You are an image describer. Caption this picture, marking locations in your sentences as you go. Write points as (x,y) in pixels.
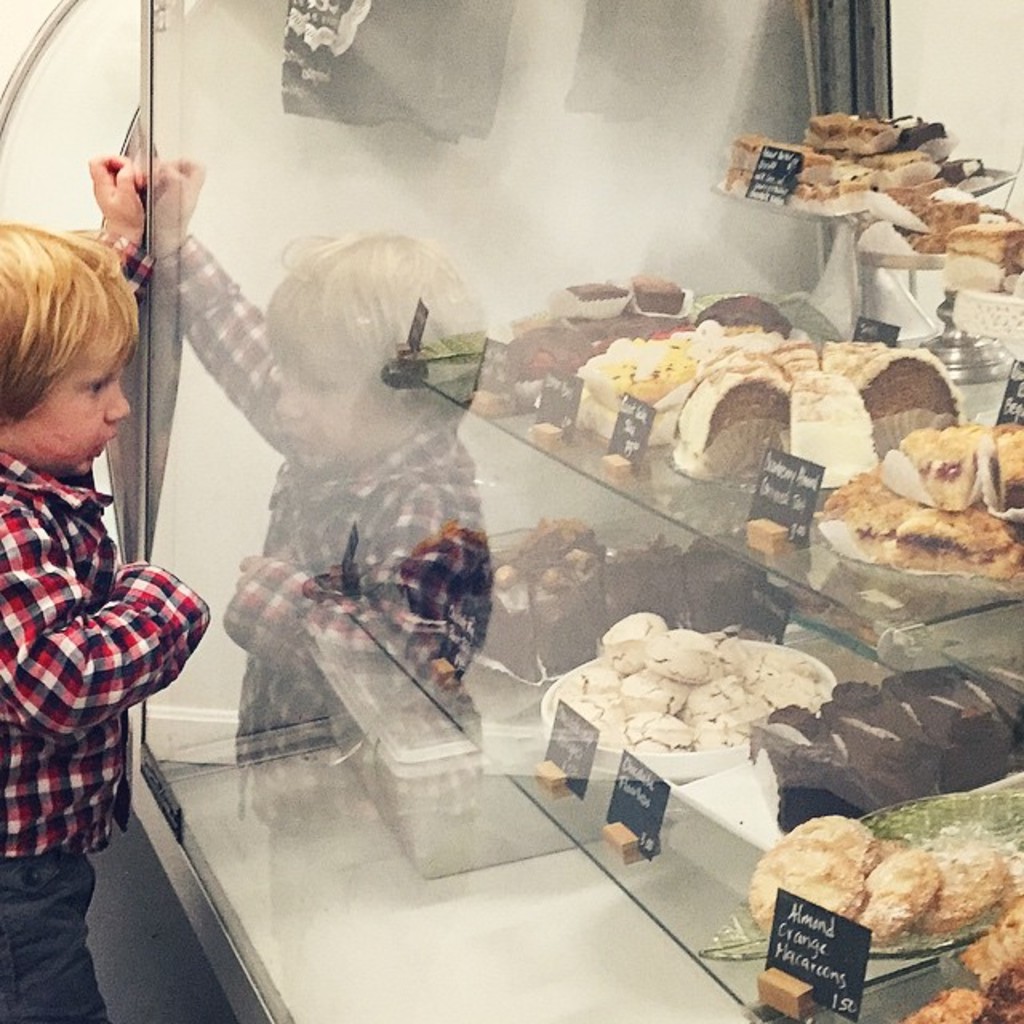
On the left side of the image (91,517) we can see a boy (67,1016) standing, before him there is a shelf (332,708) and we can see desserts (876,421) placed on the shelf (634,879).
